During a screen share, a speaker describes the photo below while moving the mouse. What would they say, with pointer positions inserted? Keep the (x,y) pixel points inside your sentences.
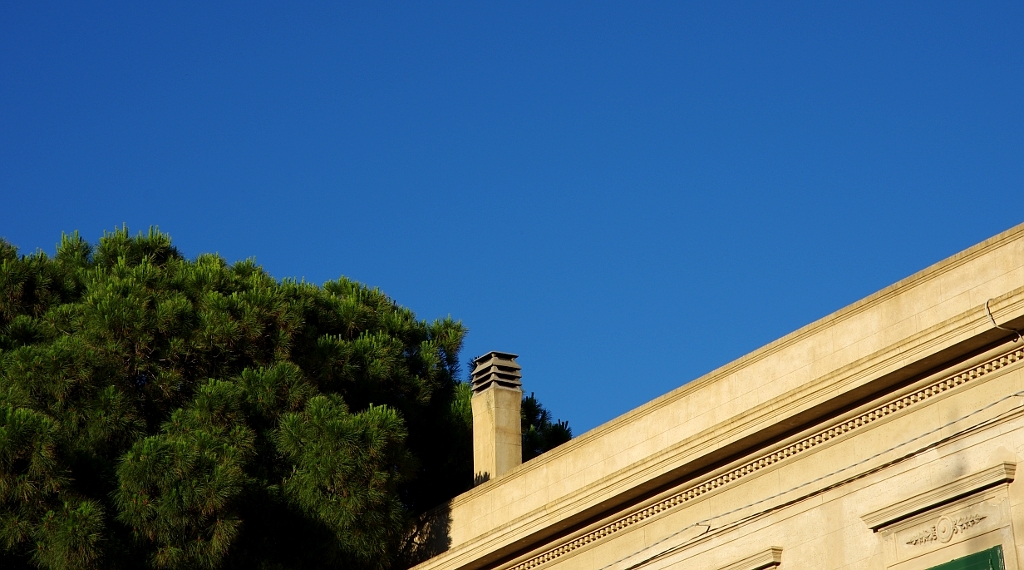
This image consists of a building (745,469) along with windows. On the left (162,415), there is a tree (181,380). At the top (436,118), there is sky (564,192) in blue color.
